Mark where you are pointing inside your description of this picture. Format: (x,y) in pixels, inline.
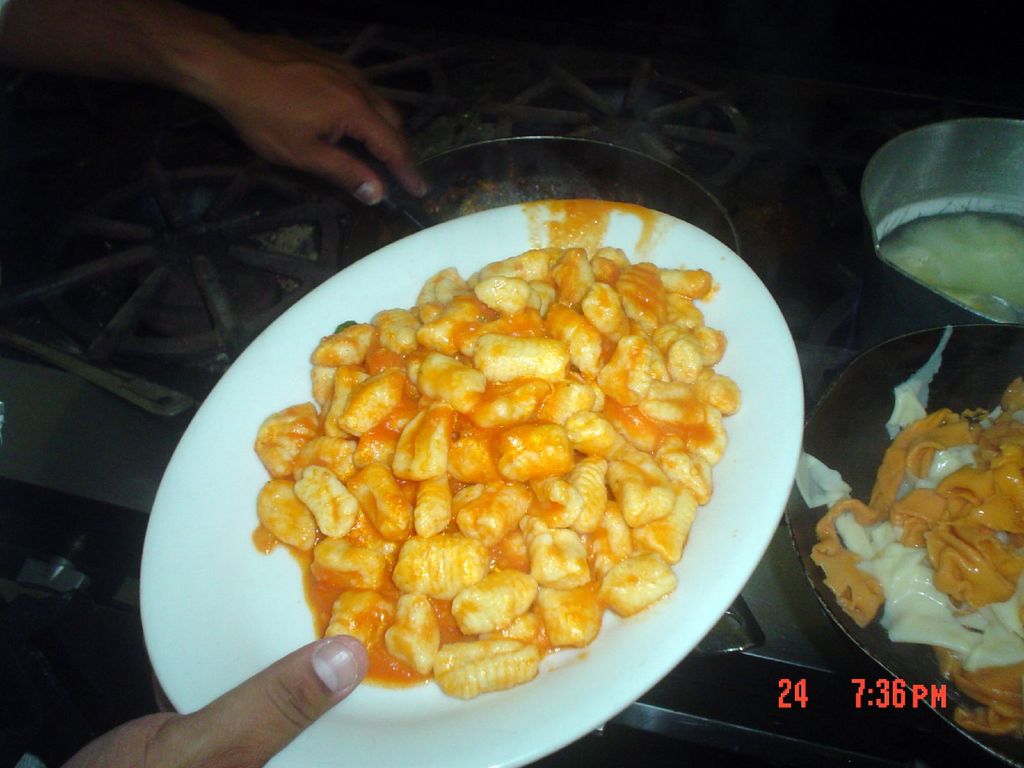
In the picture I can see a person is holding a white color plate (520,540). On the plate (492,465) I can see food items (538,508) on it. I can also see utensils (929,414) which has food items (923,372). I can also see a watermark (896,709) on the bottom right corner of the image (937,687).
